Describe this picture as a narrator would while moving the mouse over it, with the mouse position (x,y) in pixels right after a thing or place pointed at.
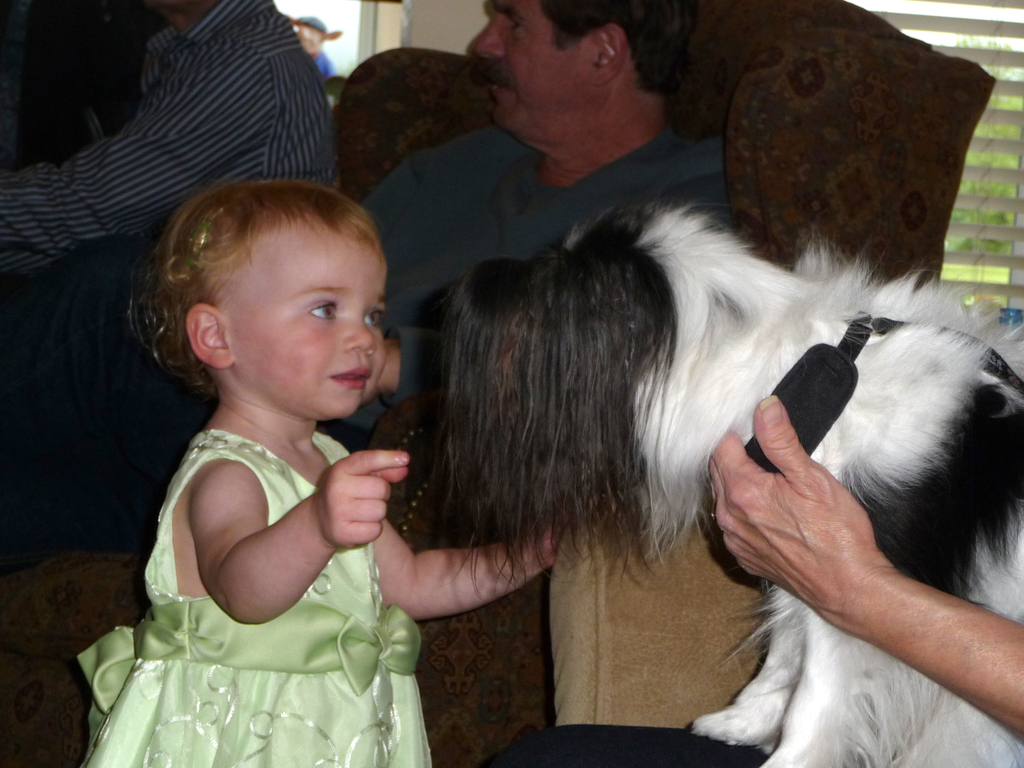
There is a baby girl (149,640) who is looking to touch this dog (909,293) which is on the lap (648,761) of a woman (999,644). In the background (621,195) there is a man (580,12) sitting on a sofa (812,145).
